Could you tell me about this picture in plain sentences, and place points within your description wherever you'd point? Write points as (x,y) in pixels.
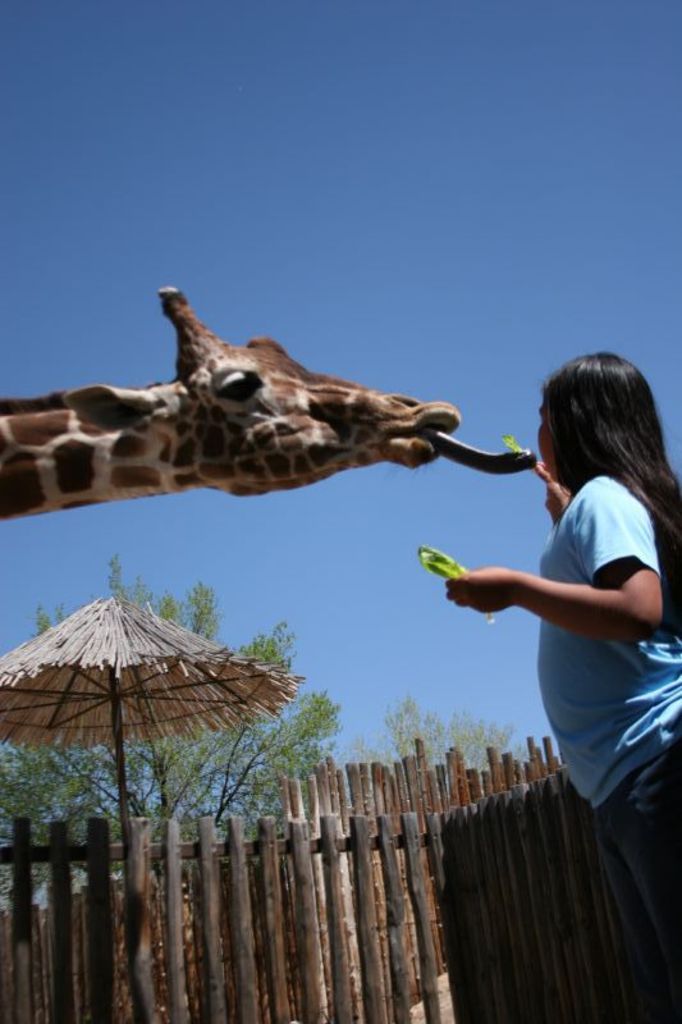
In this image we can see giraffe (348,424) and woman (646,521). At the bottom of the image (192,860) there is fencing (223,869). In the background (8,657) we can see an umbrella (82,674), trees (420,728) and sky (198,568).
